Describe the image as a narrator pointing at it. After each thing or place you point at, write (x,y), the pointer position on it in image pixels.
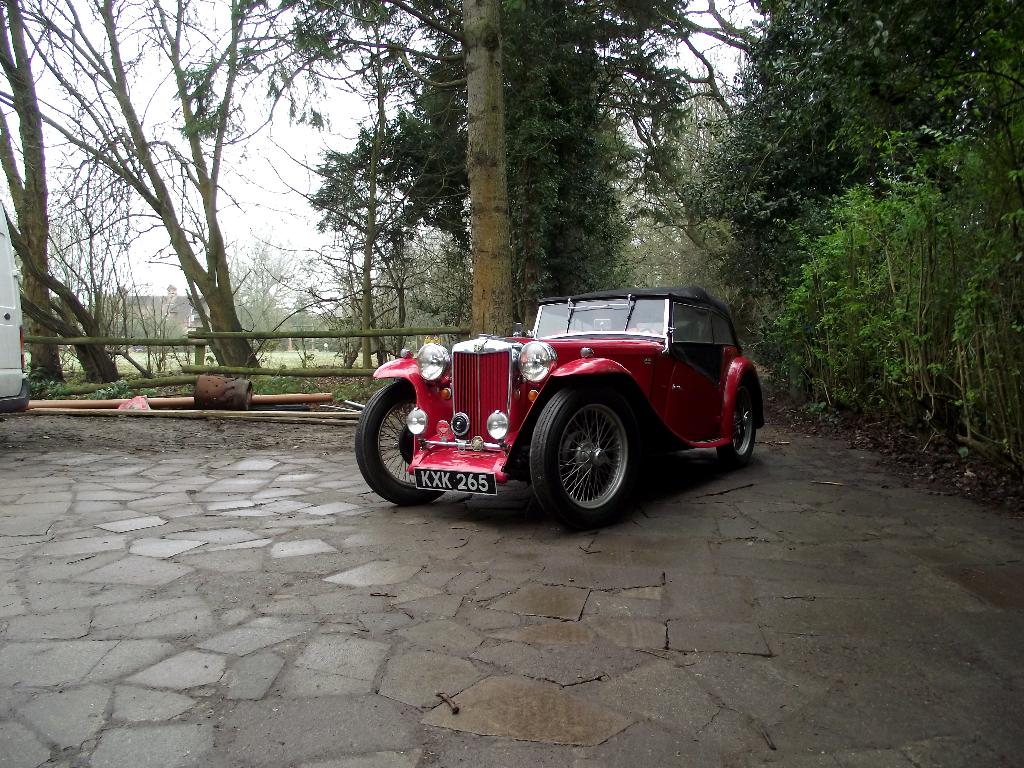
In this picture we can see few cars (625,317), in the background (420,331) we can find few trees (574,183) and wooden barks (287,412).
